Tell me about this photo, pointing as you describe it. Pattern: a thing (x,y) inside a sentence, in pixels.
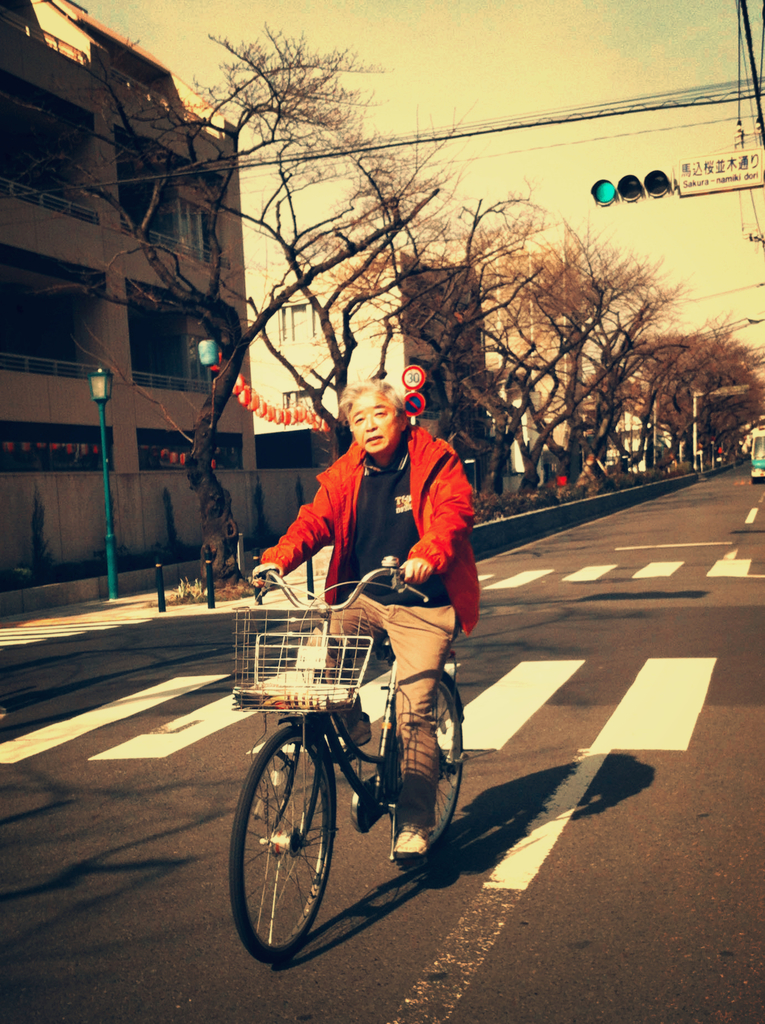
in this picture a man (423,456) is riding a bicycle (401,587) on a road (602,667) passing through a traffic signal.
